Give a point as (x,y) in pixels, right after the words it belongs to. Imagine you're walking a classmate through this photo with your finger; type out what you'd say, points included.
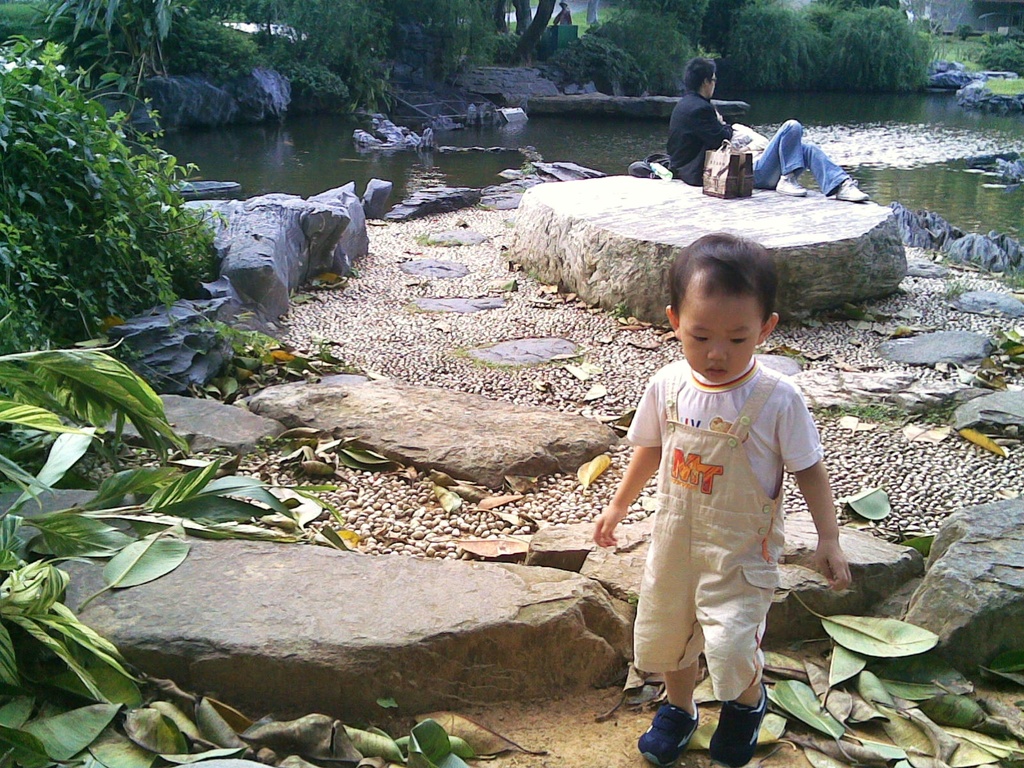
In this image there is a boy (655,424) standing on the land (559,720) having few rocks (559,654), leaves (62,739), plants (195,498) on it. A person (685,167) is sitting on the rock (720,198) is having a bag (742,182) on it. Beside him there is a person (780,174) lying on the rock (843,222). There is water (833,131). Beside there are few rocks (270,94). Top of the image (792,17) there are few trees (491,19).
